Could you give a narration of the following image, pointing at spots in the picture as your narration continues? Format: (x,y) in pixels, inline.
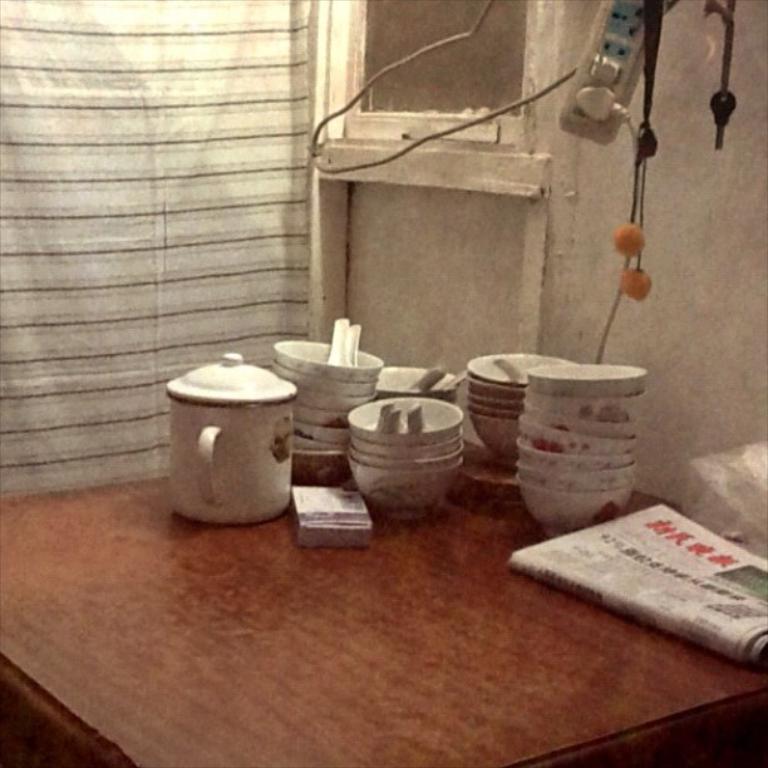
Here we can see bowls (530,433) and kettle (242,432) and a newspaper (575,544) present on the table (454,566) and the right top we can see an extension (619,55).
